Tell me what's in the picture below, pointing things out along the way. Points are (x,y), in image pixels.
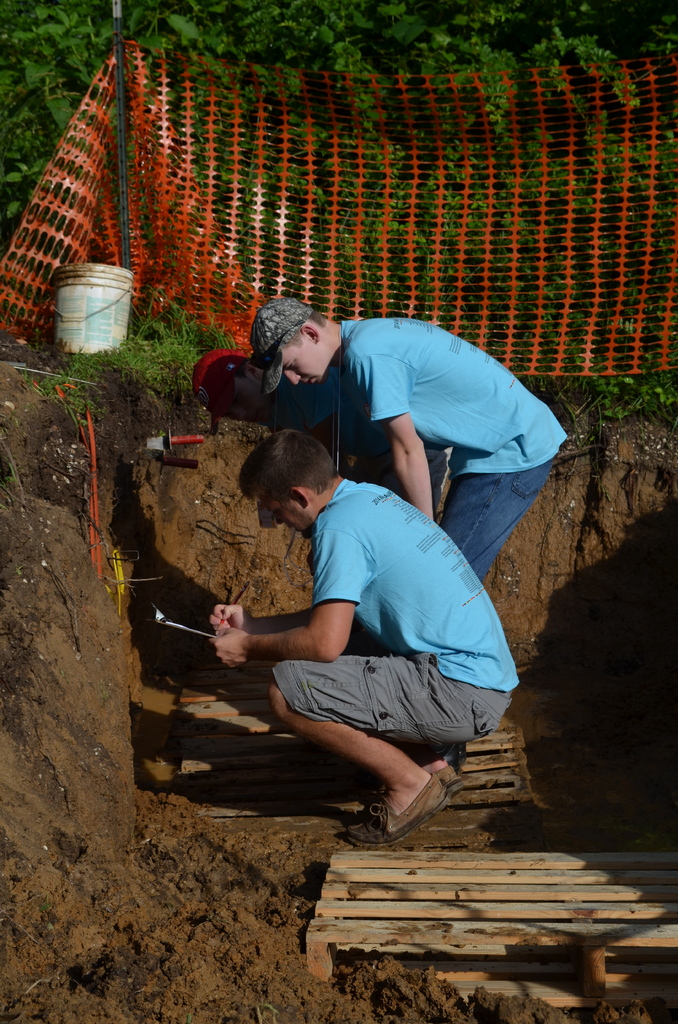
In this image we can see trees (297,27), fence (255,233), bucket (106,272), person (406,770) sitting on the ground (516,645) and the other is standing on the ground (512,636).
